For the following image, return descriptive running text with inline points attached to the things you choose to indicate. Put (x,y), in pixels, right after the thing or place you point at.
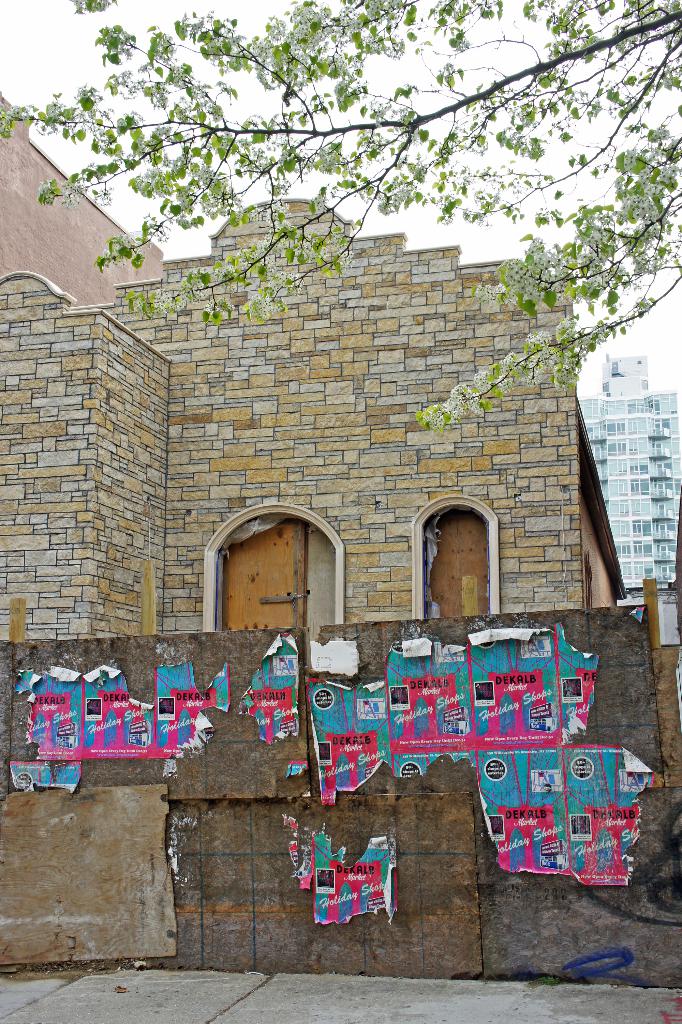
In this image, we can see buildings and there are posters (428,646) on the wall (406,801) and we can see a tree (465,101). At the bottom (307,988), there is road (320,992).
